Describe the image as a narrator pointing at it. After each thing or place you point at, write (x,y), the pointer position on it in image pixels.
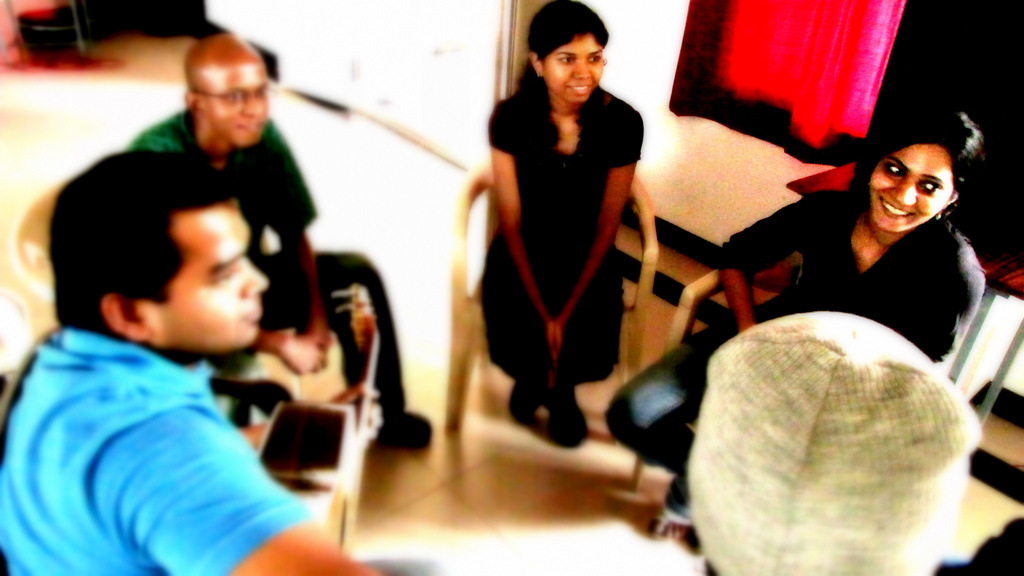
In the image there are few people (137,250) sitting on chair (460,248), this is clicked inside a room (641,4), on the right side (781,50) there is curtain (761,110) on the wall (759,142).
